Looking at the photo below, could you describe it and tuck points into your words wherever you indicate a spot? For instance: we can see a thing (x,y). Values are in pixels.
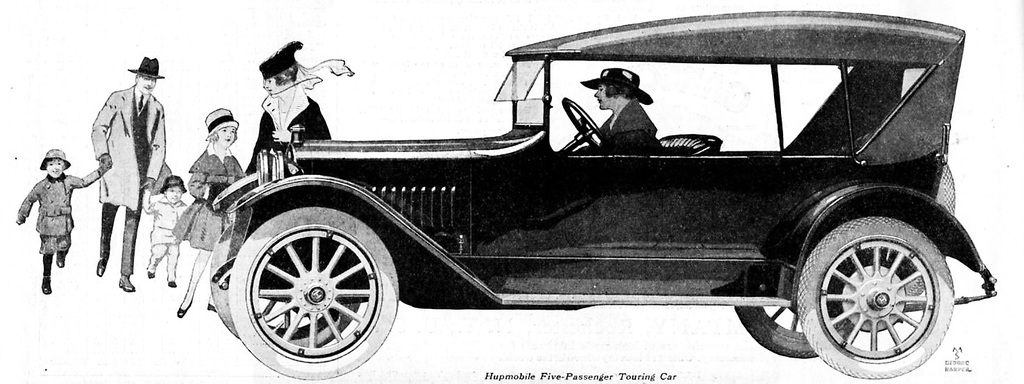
Here we can see a cartoon image, in this picture we can see a car (318,199), on the left side (283,128) there are five persons (131,184) standing here, we can see one more person (633,117) sitting in the car (582,297), at the bottom (496,371) there is some text (522,371).
